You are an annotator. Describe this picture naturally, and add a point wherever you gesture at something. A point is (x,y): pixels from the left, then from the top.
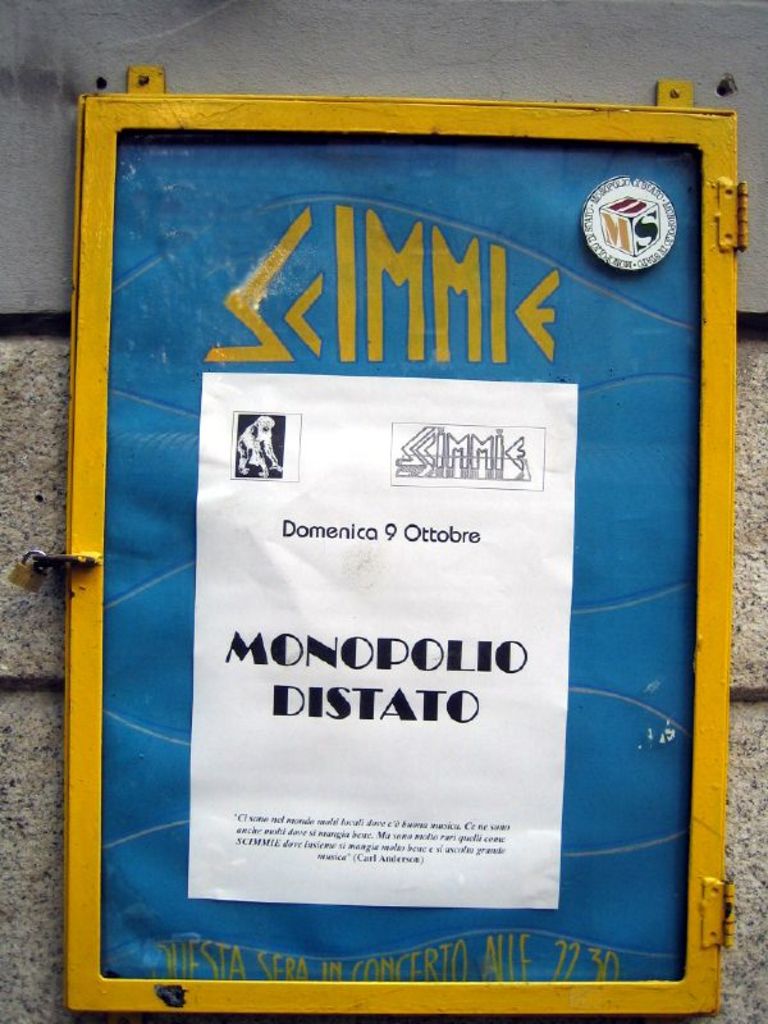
In this image in the front (403,454) there is a board (270,509) on the wall (47,295) with some text (475,453) written on it.
